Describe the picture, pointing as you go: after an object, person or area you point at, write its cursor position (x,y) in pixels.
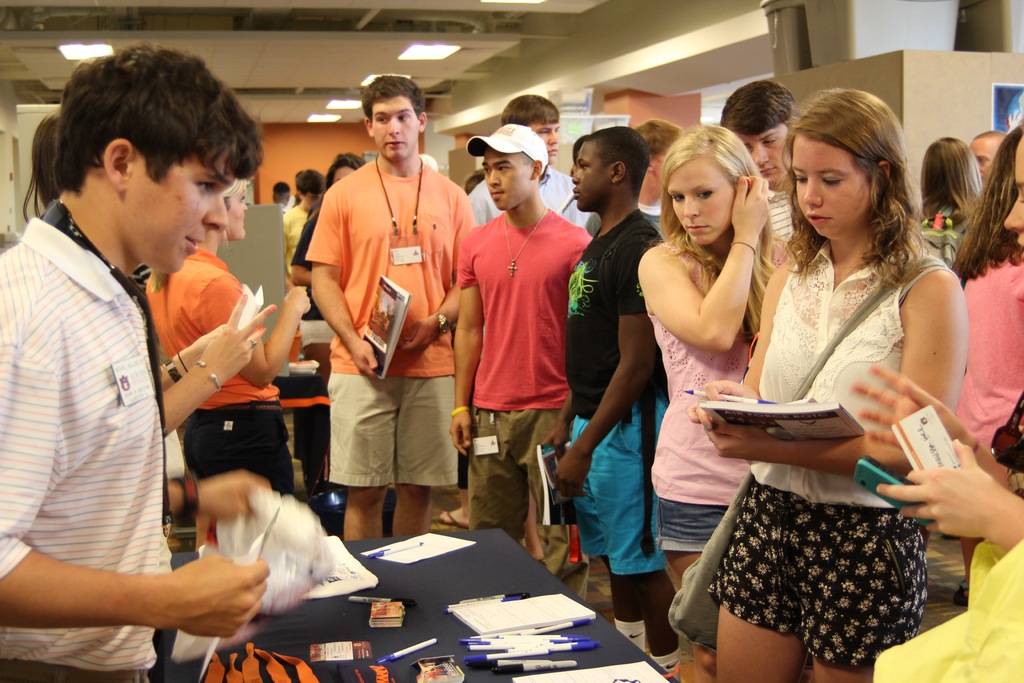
In the image there are many people (600,274) standing by holding some books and in the foreground (132,588) there is a person (132,518) standing in front of a table (492,682) and on the table (481,673) there are sketchers (519,653), a book (488,626) and other items (323,650). All the people (92,309) are standing in a room (922,143).
